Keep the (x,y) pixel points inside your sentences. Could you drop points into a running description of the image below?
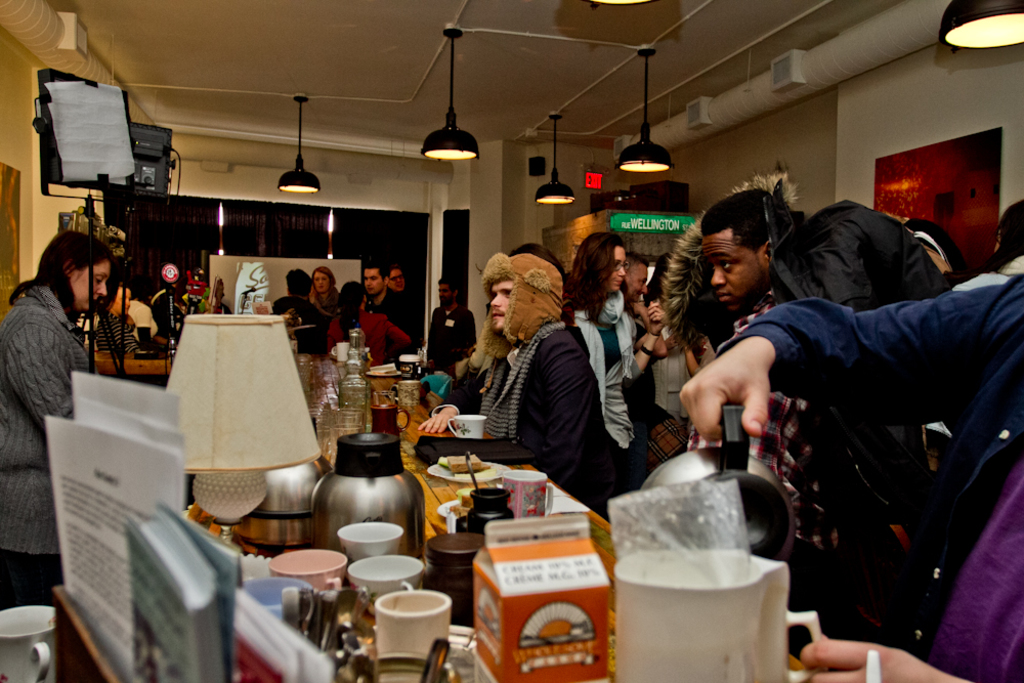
In the middle of the image (360,398) there is a table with books (168,546), papers (113,575), cups (382,573), lamps (232,423), packets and many other items (384,481) on it. Behind the table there are many people (133,298) standing. In the background (458,196) there is a wall (277,195) with curtains (333,239). walls (570,171), poles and frames (901,161) on the walls (964,127). To the top of the image (459,155) there are lamps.
